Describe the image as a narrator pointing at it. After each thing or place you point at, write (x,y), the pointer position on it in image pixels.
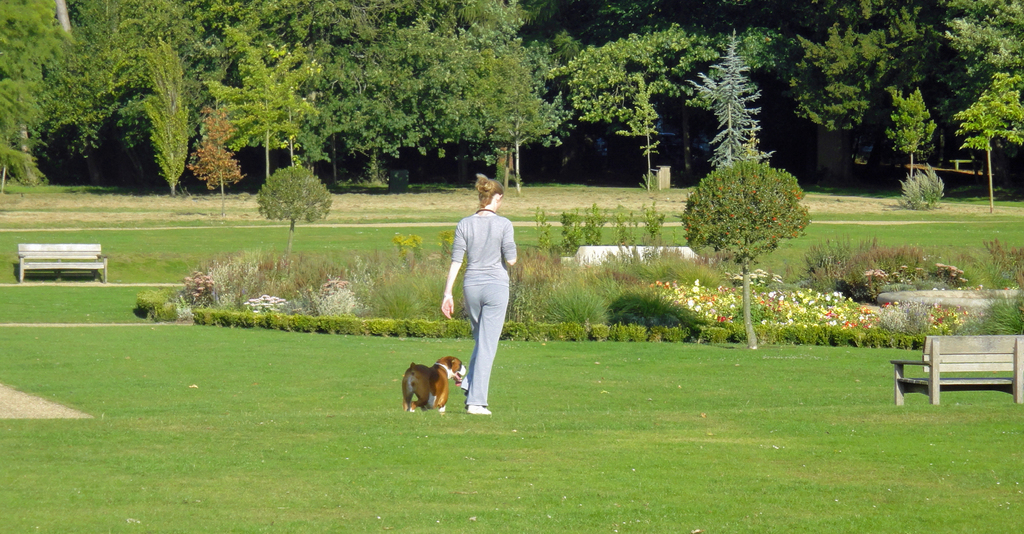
In this picture we can see a person (493,351), dog (440,382) and benches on the ground (361,415) and in the background (596,21) we can see trees (542,118).
